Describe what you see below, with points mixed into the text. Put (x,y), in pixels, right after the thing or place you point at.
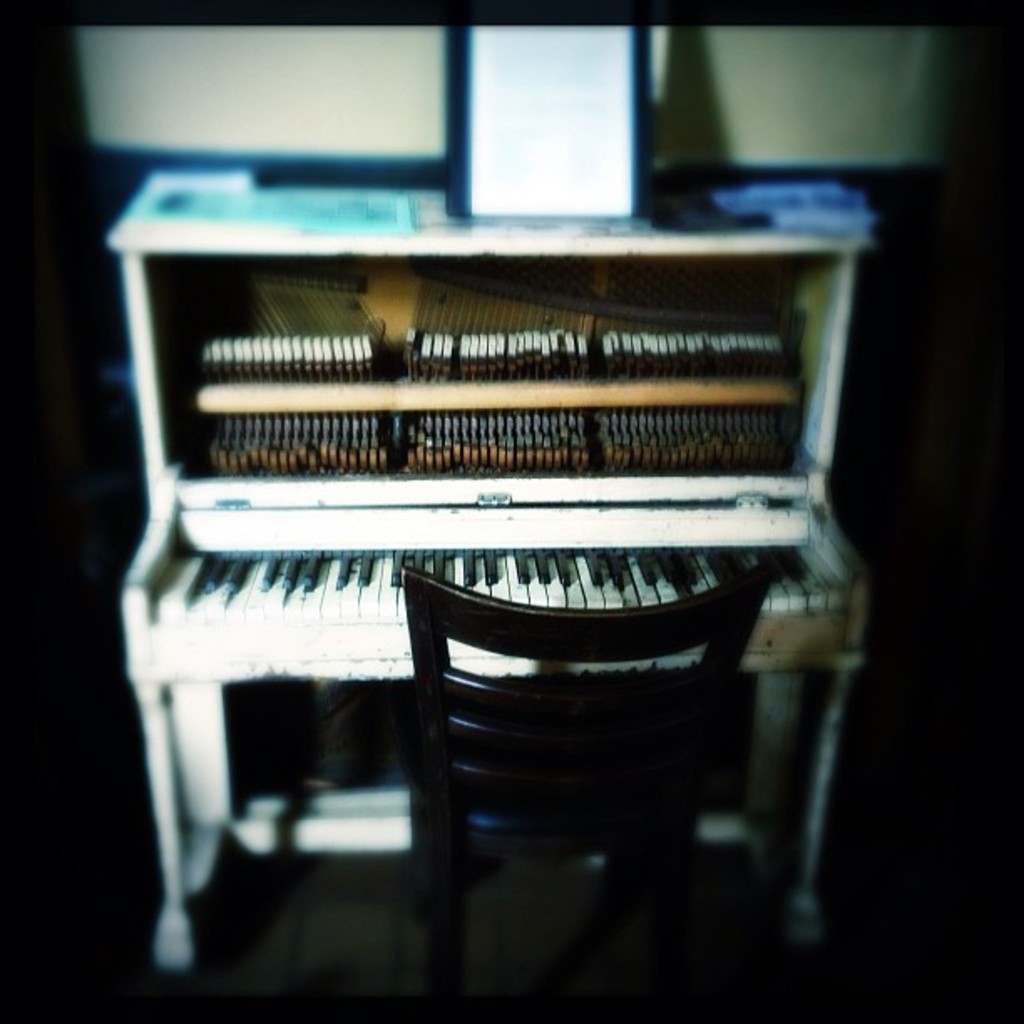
This picture shows a piano (283,479) and a chair (672,831) and a book stand (464,65) on it
